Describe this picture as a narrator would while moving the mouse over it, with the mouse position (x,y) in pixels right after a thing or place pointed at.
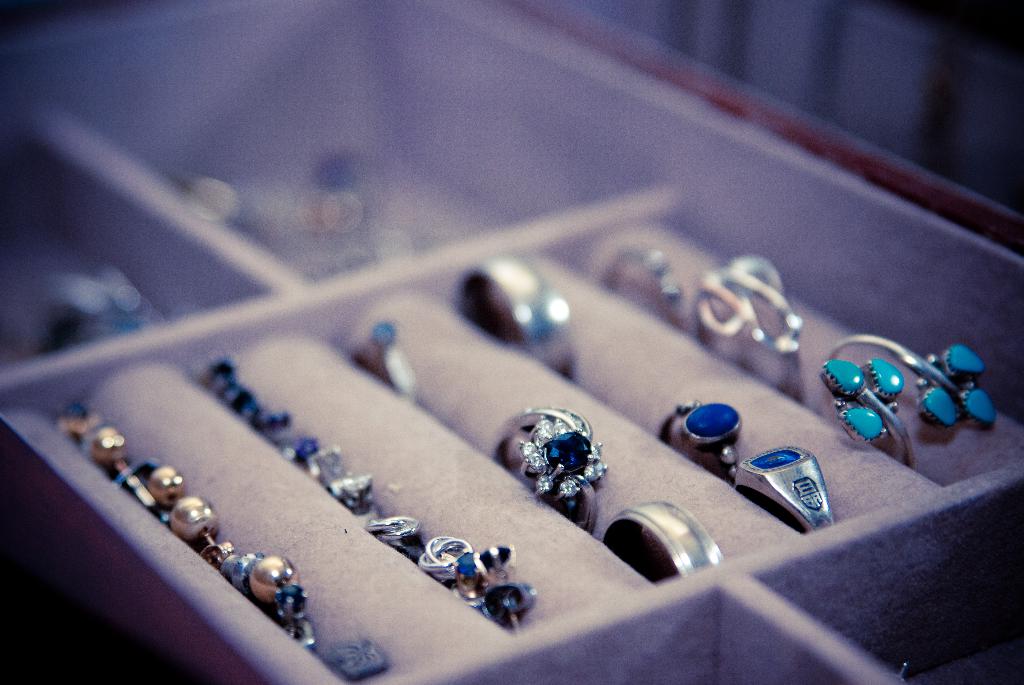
In this image there are jewelries (725,433) and rings (726,444).
